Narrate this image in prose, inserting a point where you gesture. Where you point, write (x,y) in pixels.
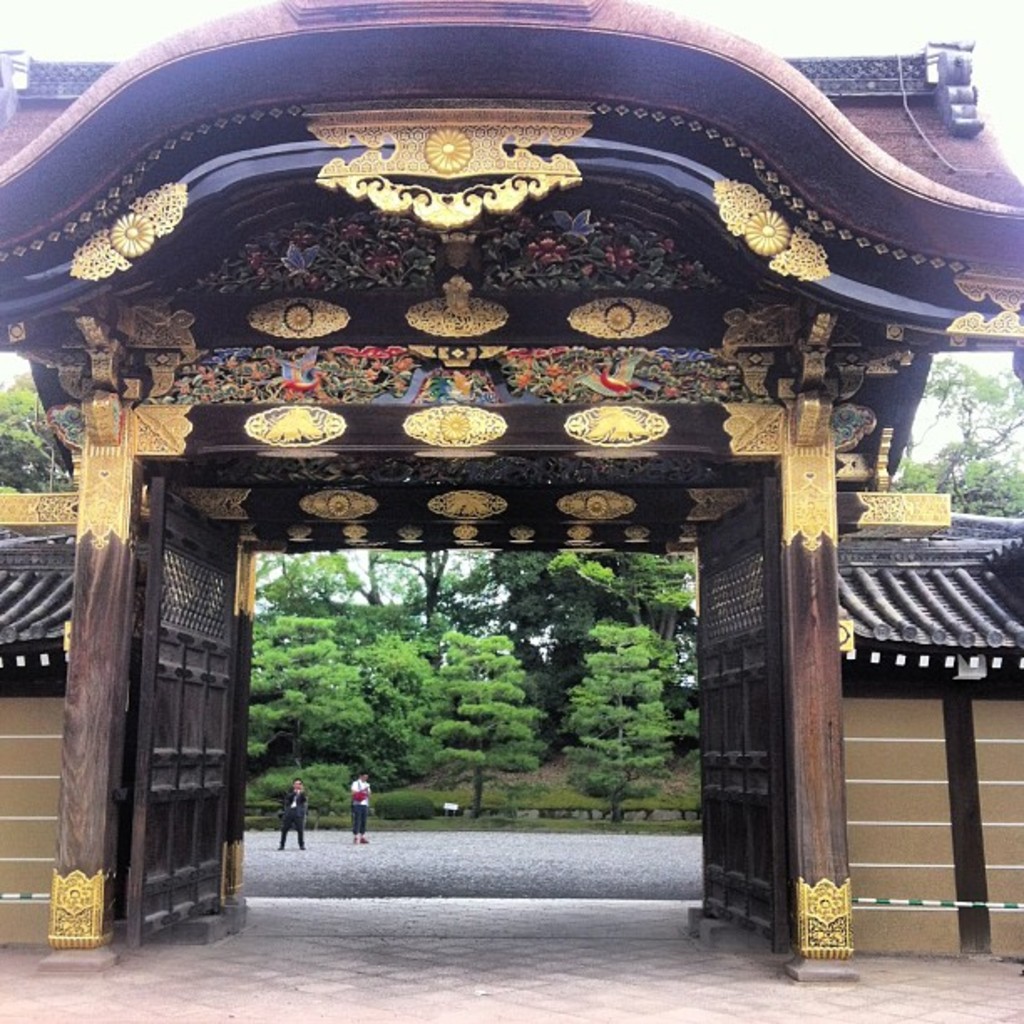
In the foreground of this image (408,424), there is an arch (630,402), an entrance gate (730,819), floor (711,952) and the wall (921,817). In the background (404,649), there are two men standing on the road (653,849), few trees (586,674) and the sky (844,32) on the top (844,32).
